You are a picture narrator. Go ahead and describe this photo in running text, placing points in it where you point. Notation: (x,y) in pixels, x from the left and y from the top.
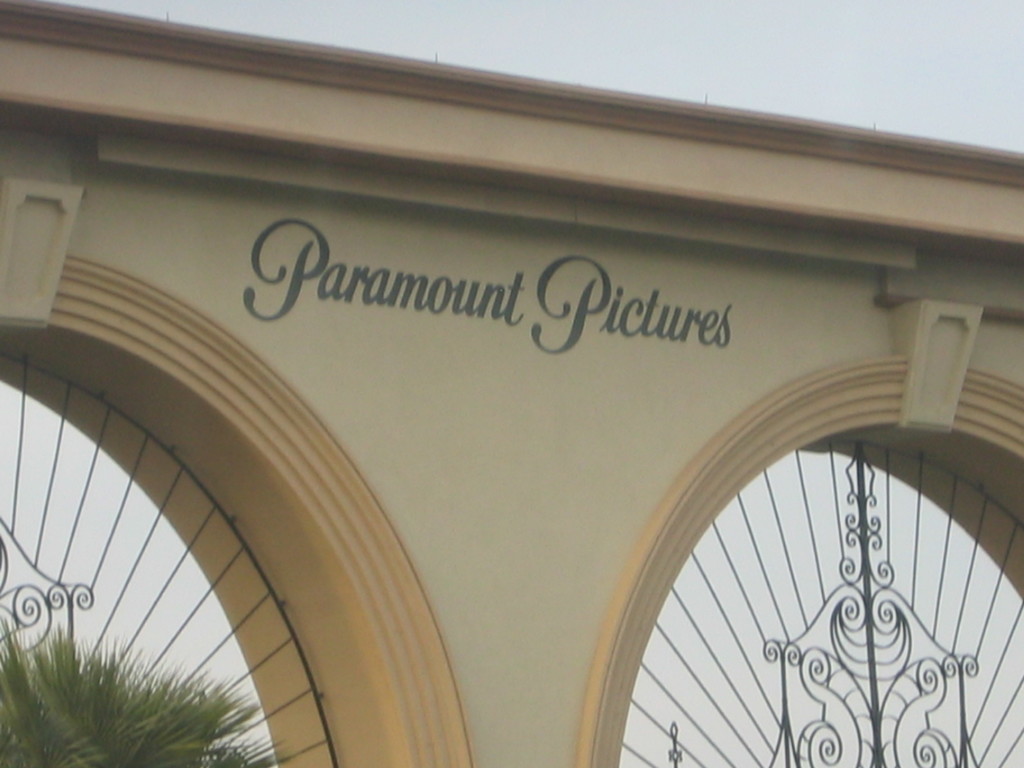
In the center of the image (663,444) there is a wall (553,430), plant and fences (838,657). On the wall (606,490), it is written as "Paramount Pictures". In the background (652,70) we can see the sky (745,59).
